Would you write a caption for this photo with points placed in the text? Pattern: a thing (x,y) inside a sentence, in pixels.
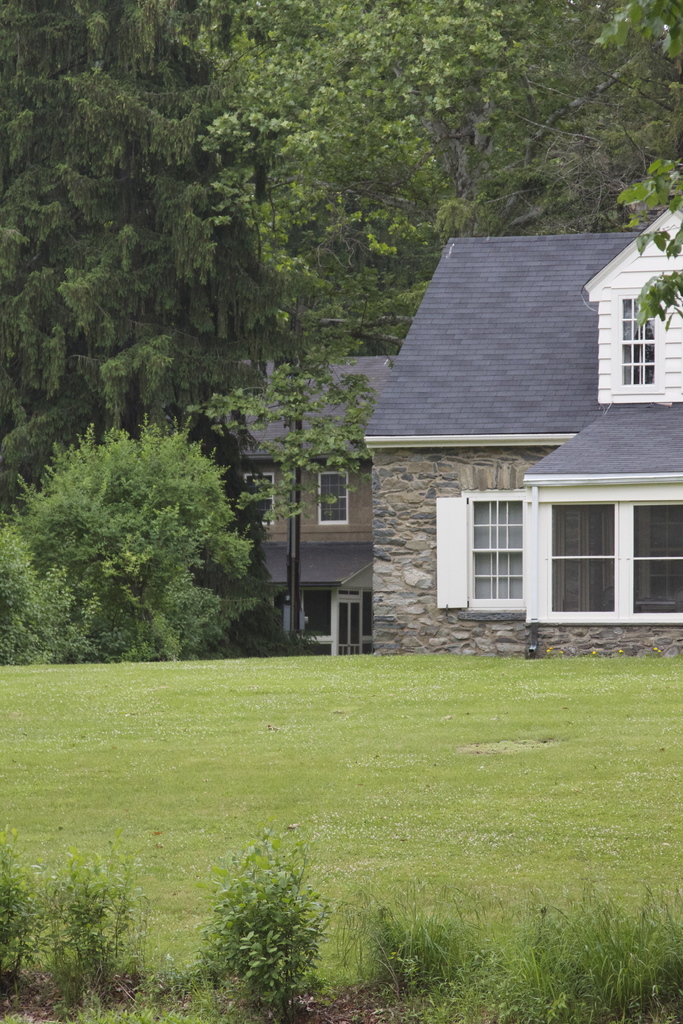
In this picture there are two houses (471,499) and there is a greenery ground (451,760) and few plants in front of it and there are trees (179,104) in the background (151,84).
